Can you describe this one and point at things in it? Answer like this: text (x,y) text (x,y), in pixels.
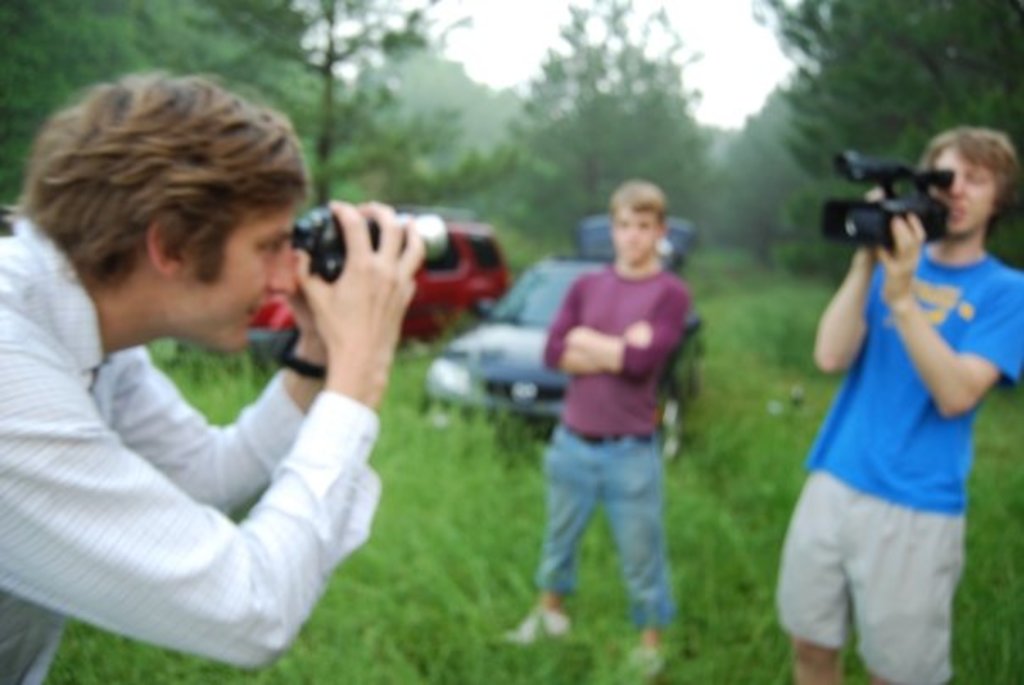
In this image we can see three persons (604,493). Two are holding cameras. On the ground (506,609) there is grass (687,610). In the back (525,325) there are vehicles (477,270). Also there are trees (539,98).
